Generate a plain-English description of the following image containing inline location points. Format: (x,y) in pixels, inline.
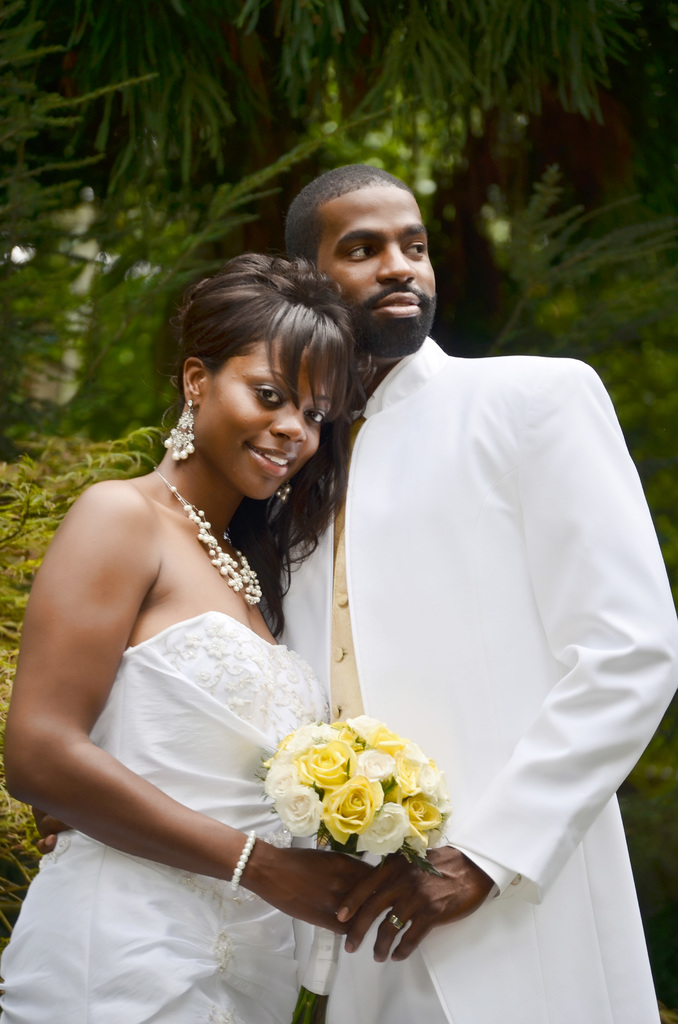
In this image I can see two persons (516,392) are standing on the ground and holding a bouquet (377,851) in hand (395,859). In the background (97,257) I can see trees (456,109) and plants (85,327). This image is taken during a day may be in a park (487,117).
